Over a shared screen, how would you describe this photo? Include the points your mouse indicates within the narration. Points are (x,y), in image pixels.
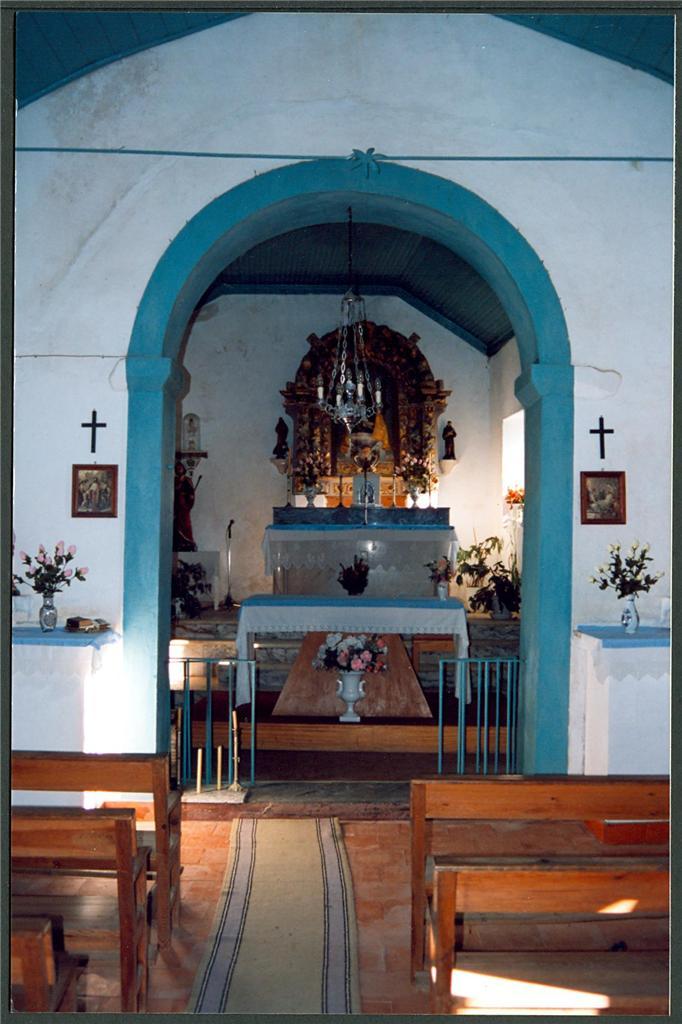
In this image there is an arch (167,568), benches (560,817), pictures (90,477), cross symbols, vases (51,612), flowers (35,558), plants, tables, chandelier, statues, grilles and objects (428,438). Pictures (583,510) and cross symbols (602,447) are on the wall (641,419).
